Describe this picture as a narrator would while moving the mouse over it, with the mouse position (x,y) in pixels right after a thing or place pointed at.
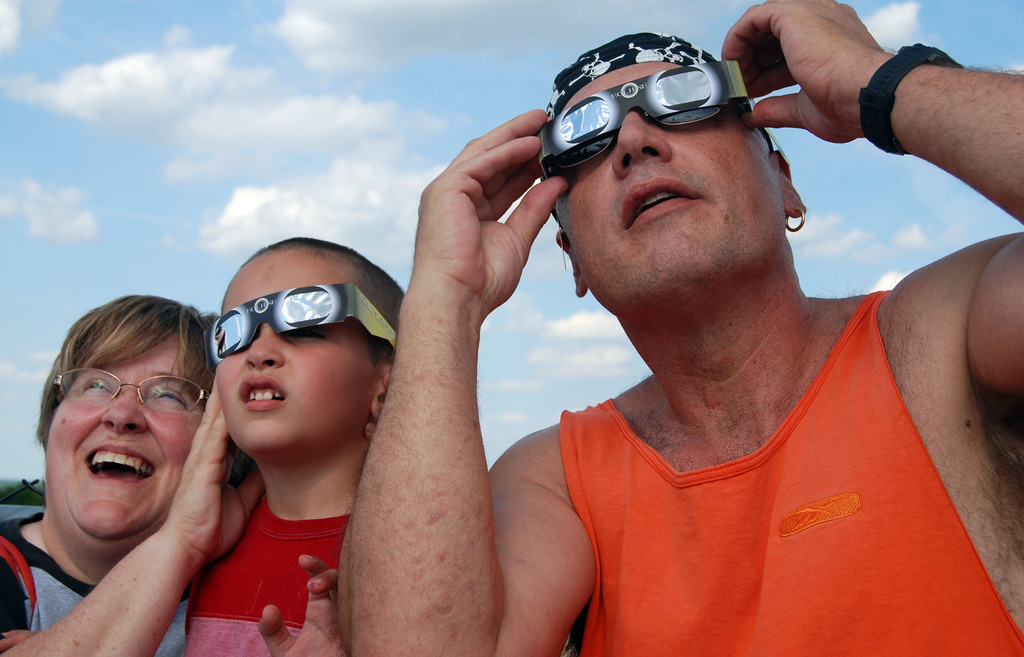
In this image there are group of persons (344,520) in the front (419,526) and the woman (218,540) on the left side (130,541) is smiling. In the background (250,110) the sky (354,195) is cloudy.
